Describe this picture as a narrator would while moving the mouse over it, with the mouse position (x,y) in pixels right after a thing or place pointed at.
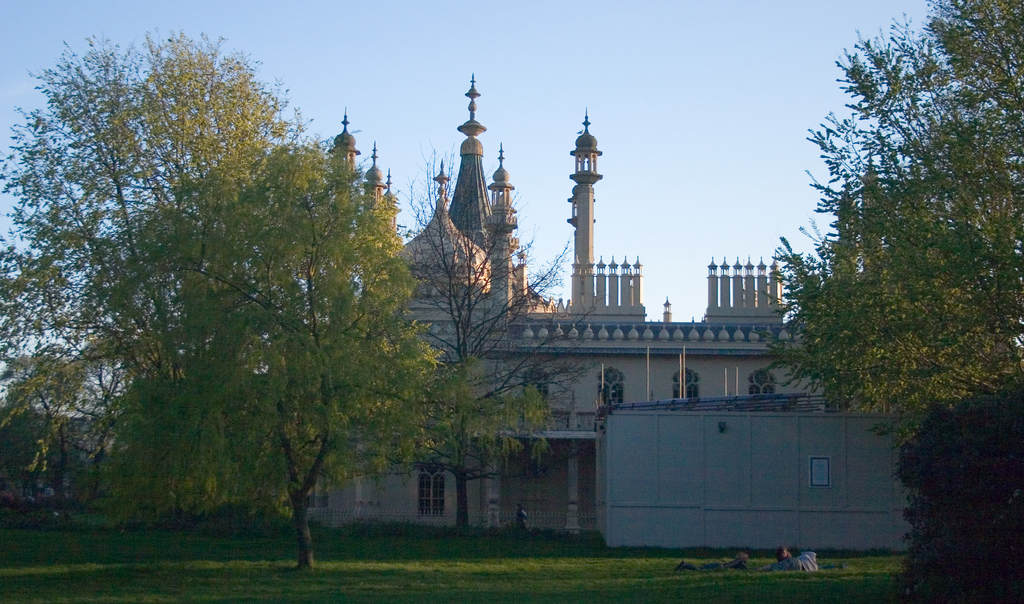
In this picture I can observe building (528,360) in the middle of the picture (543,313). In front of the building (464,266) there are some trees (460,463) and grass (423,571) on the ground (451,552). In the background (552,60) there is sky (436,60).
